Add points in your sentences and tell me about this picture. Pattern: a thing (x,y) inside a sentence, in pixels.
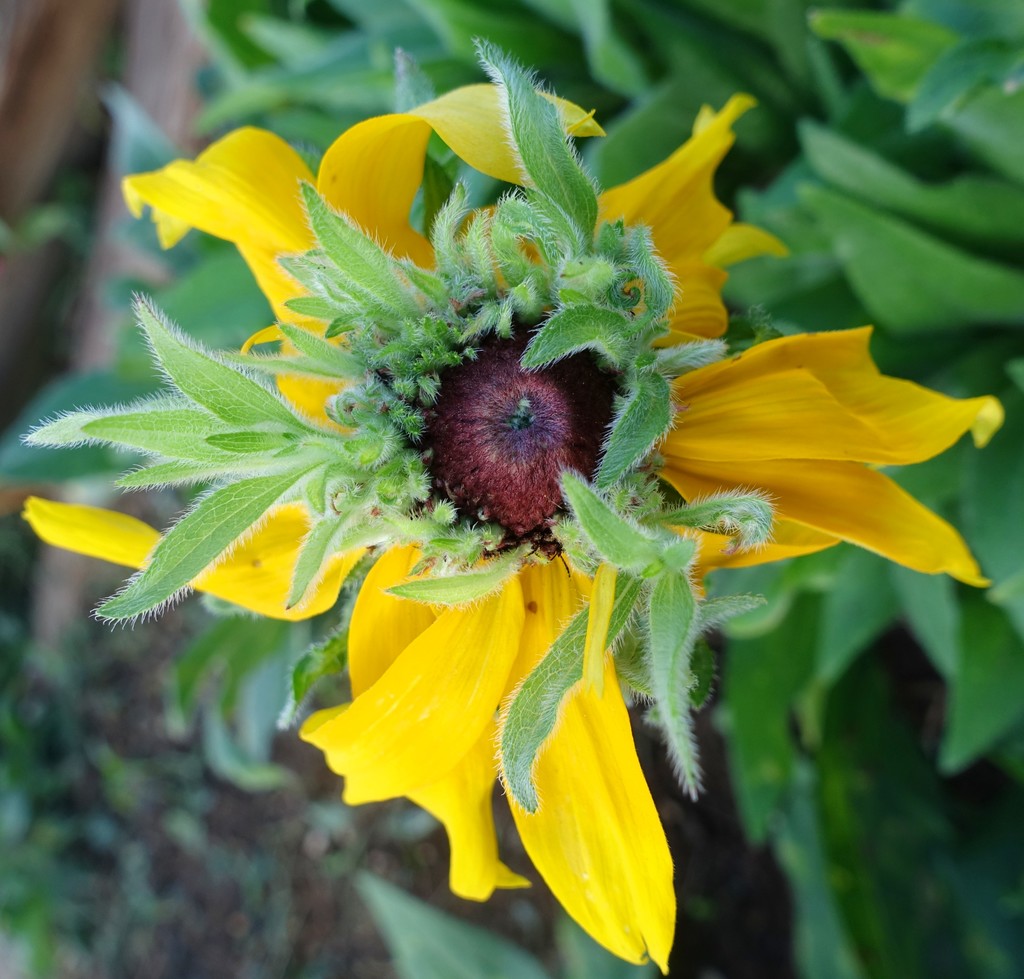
In this picture I can see there is a yellow color flower (388,674), it has yellow petals (361,784) and leaves (591,526). The backdrop (308,25) is dark.
